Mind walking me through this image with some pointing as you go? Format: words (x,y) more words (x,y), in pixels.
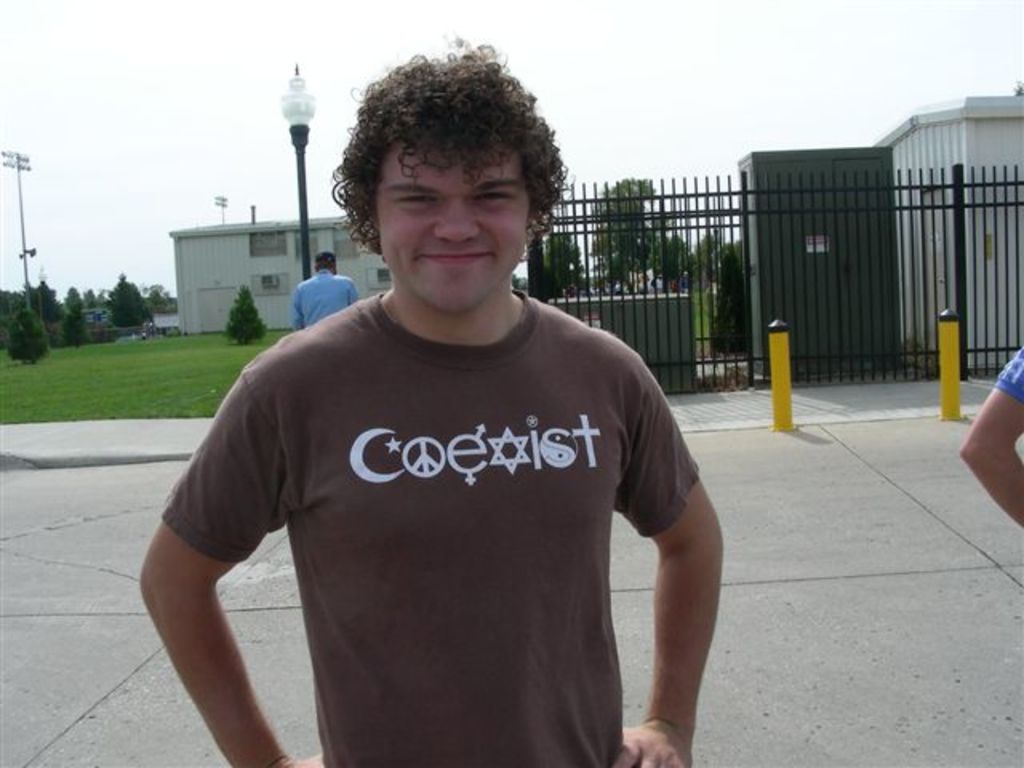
In this picture I can observe a man (401,416) in the middle of the picture (442,296). He is smiling. On the right side (729,302) I can observe railing (722,259). In the background (259,240) I can observe house (215,265) and I can observe sky (428,40).
